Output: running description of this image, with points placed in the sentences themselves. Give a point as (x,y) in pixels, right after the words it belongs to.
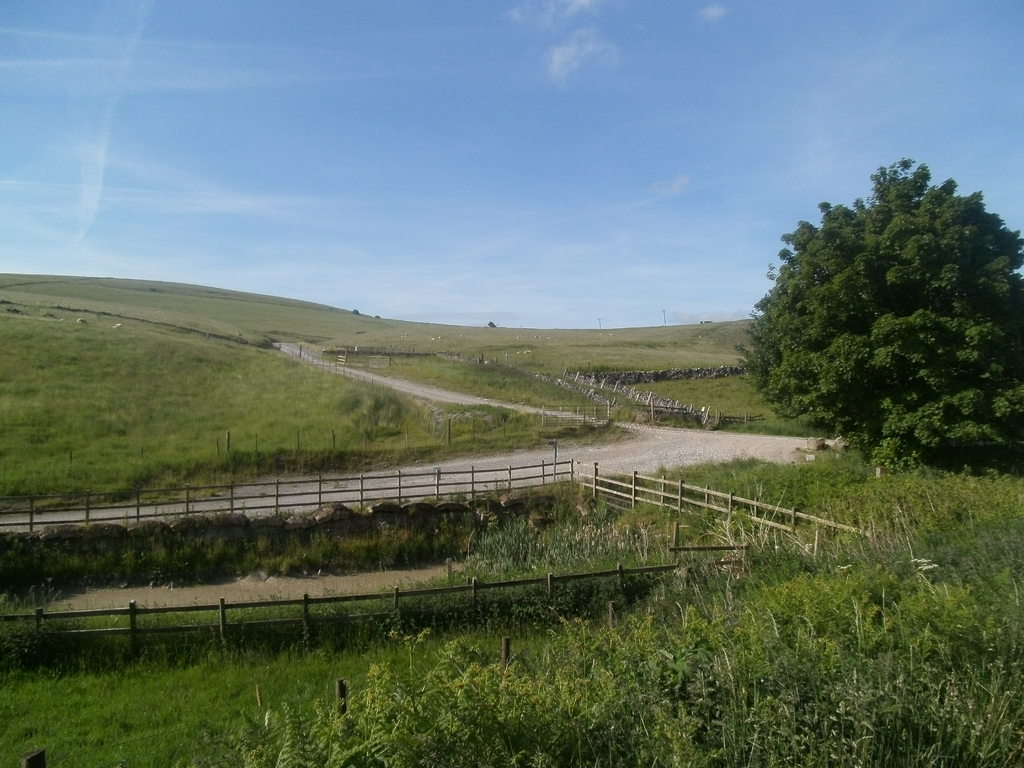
In this image, we can see the ground (471,693) with some objects (97,532). We can see some grass (886,554), plants (865,457), trees (886,291). We can also see the fence (721,547) and the sky (549,153) with clouds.
